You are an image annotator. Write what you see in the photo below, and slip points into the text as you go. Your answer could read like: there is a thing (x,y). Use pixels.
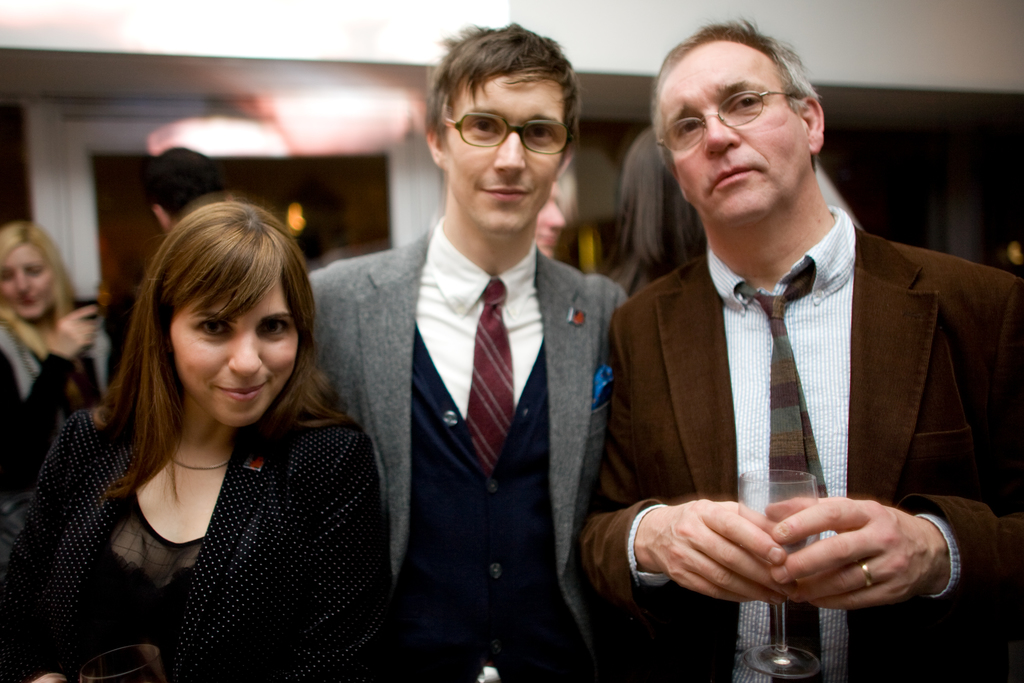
In this image I can see three persons (702,184) standing, back side of them I can see persons (42,274) and the wall (518,22), light focus (304,142).
